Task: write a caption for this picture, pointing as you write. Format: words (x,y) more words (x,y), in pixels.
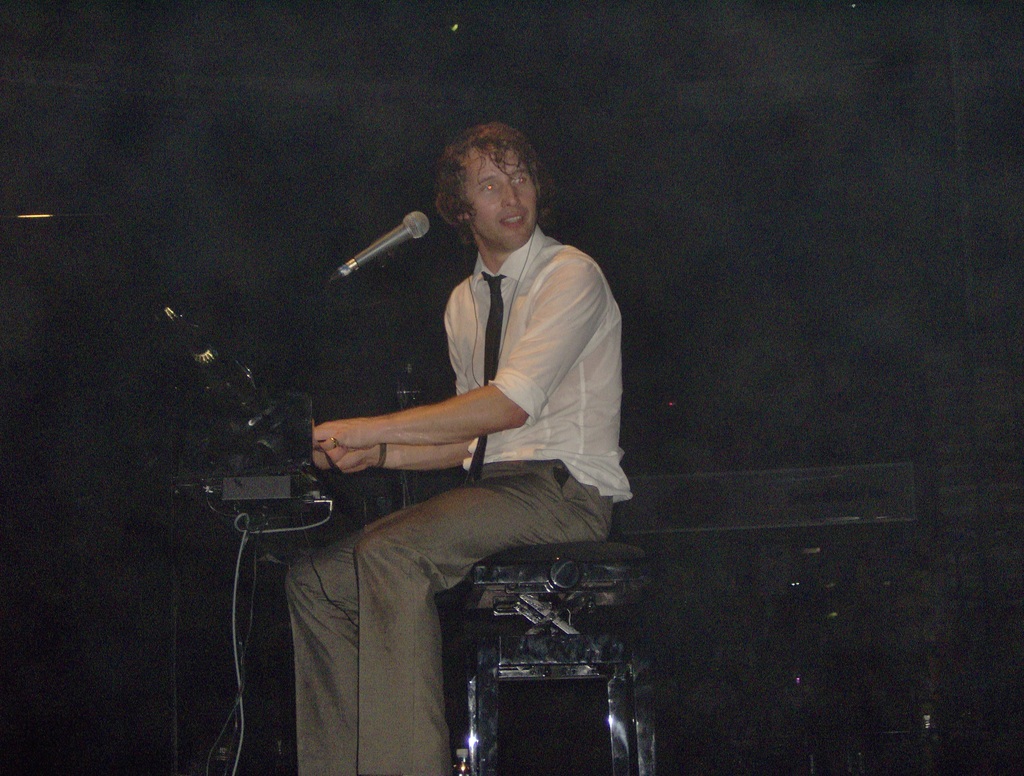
In this image we can see a man (477,441) wearing the black color tie (492,296) and a white shirt (578,383) and sitting on the stool (568,596) in front of the mike (409,238). He is also playing the musical instrument (321,485) and the background (184,146) is in black color.
